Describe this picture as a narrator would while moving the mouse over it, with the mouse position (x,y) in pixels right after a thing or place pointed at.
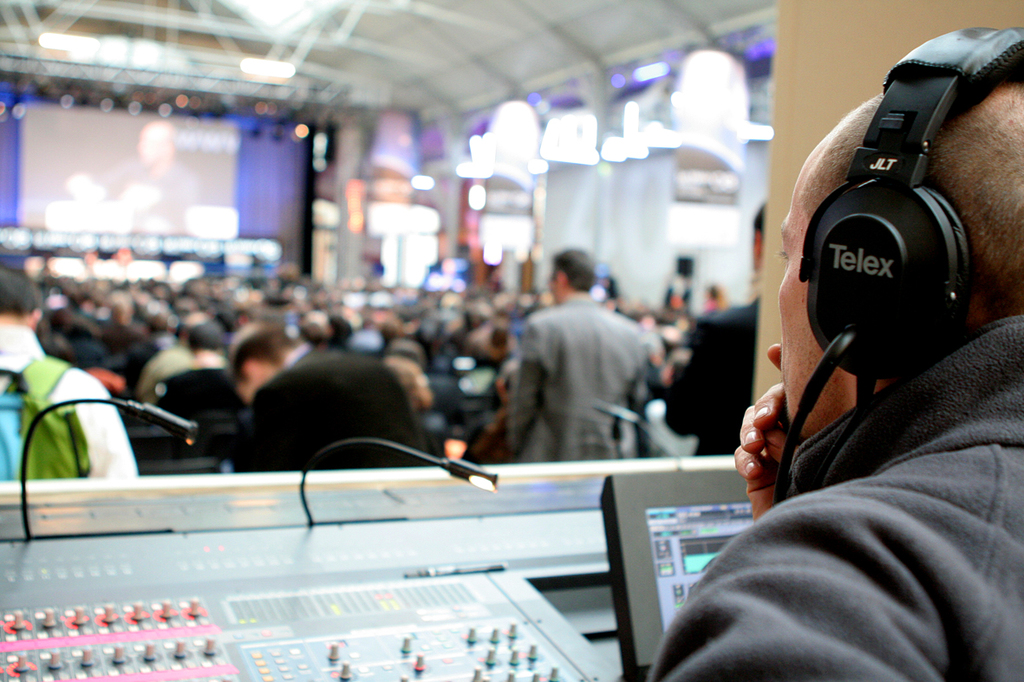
In front of the image there is a person (809,619) wearing headphones (875,268), in front of the person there are two lamps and there is some electronic equipment (124,527), in front of the person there are a few other people (617,333), in front of them there is a screen (98,132), behind the screen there is a curtain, on the right side of the image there are curtains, at the top of the image (271,36) there are lamps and there is a rooftop (82,23) supported by metal rods (247,24).
